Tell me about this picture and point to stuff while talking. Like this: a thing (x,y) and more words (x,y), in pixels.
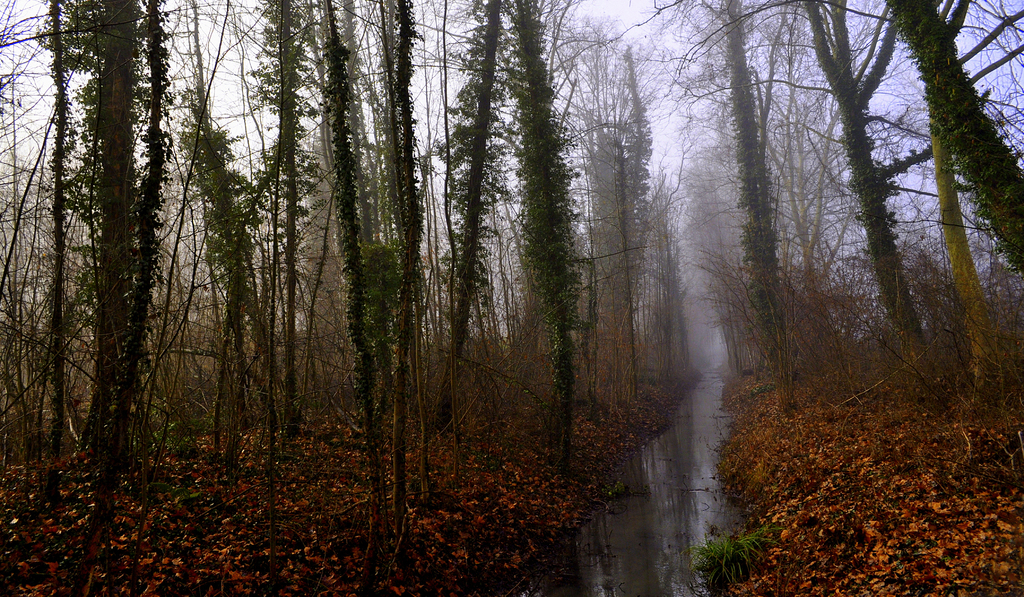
This is an outside view. At the bottom of the image (670,481) there is a stream (665,502). On both sides of the stream (730,522) there are many dry leaves (891,492) on the ground (430,541). Here I can see many trees (371,269). In the background (622,21), I can see the sky (635,12).
